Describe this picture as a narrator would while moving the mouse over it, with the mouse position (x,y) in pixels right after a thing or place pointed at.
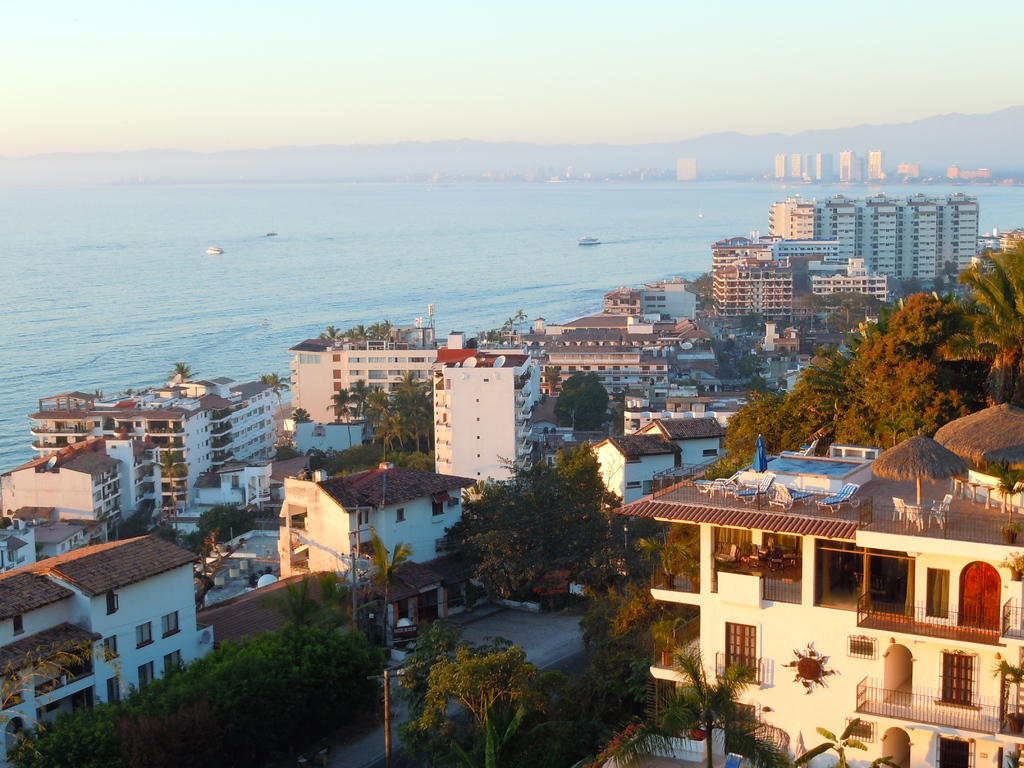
This is an aerial view, in this there are houses (136,583), buildings (689,408), trees (1019,330), in the background (86,370) there is the sea (380,293), mountains (949,134) and the sky (534,100).
